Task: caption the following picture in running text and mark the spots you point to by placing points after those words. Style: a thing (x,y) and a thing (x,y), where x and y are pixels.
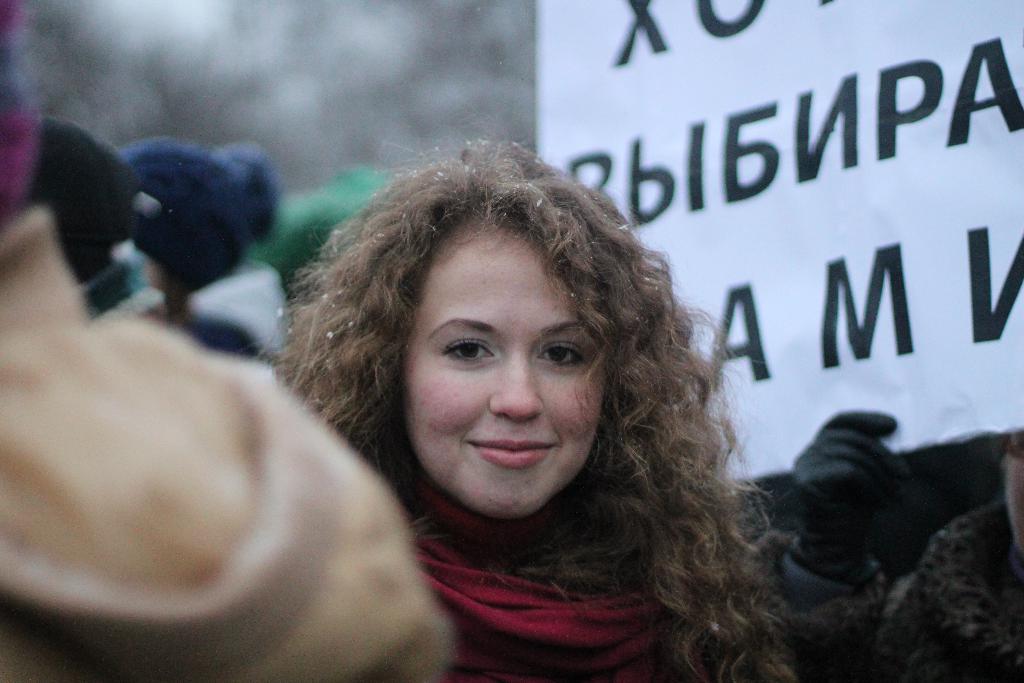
In this image I see a woman (539,306) who is smiling and I see a person's hand (823,509) who is holding a white paper (822,266) on which there are words (710,23) written and I see few people (56,164) and it is blurred in the background (302,77).
